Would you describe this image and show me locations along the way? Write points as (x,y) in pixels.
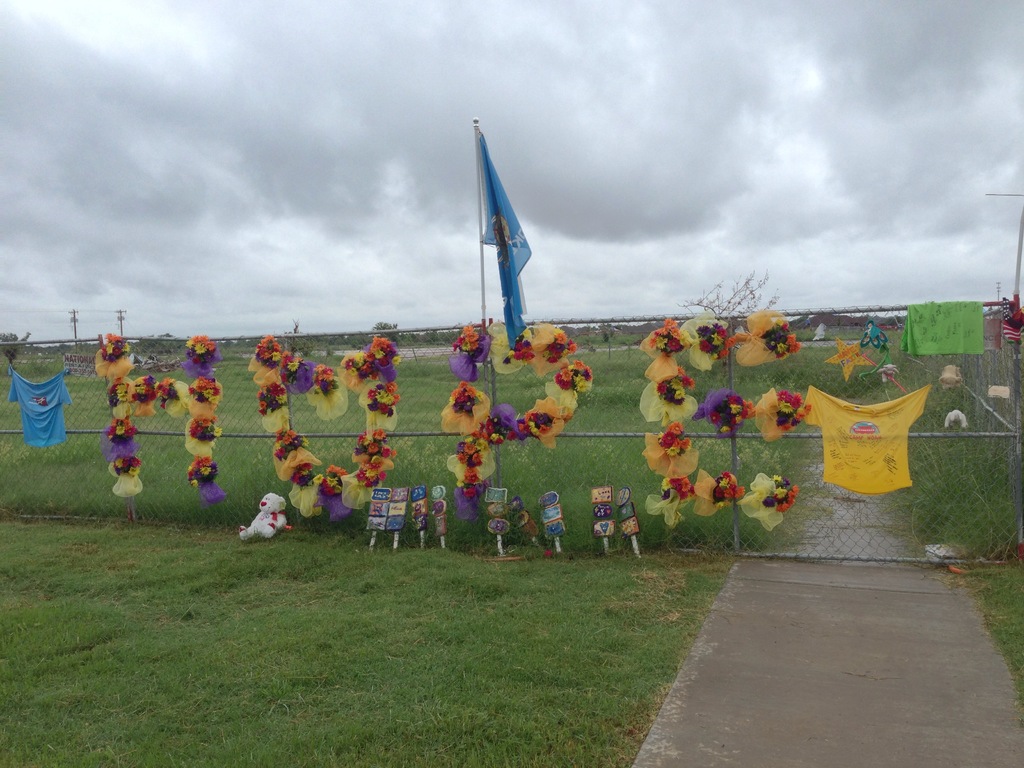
In this image in the center (632,431) there is a fence (354,448) and on the fence (86,420) there are some flowers (283,441), t shirts (30,399), stars (861,357), clothes (956,342). And in the center (485,270) there is a pole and flag (498,181) and at the bottom (265,520) there is teddy (249,532) and some boards (528,523), walkway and grass (418,573). And in the background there are trees (20,350) poles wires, at the top (380,34) there is sky (498,155).
